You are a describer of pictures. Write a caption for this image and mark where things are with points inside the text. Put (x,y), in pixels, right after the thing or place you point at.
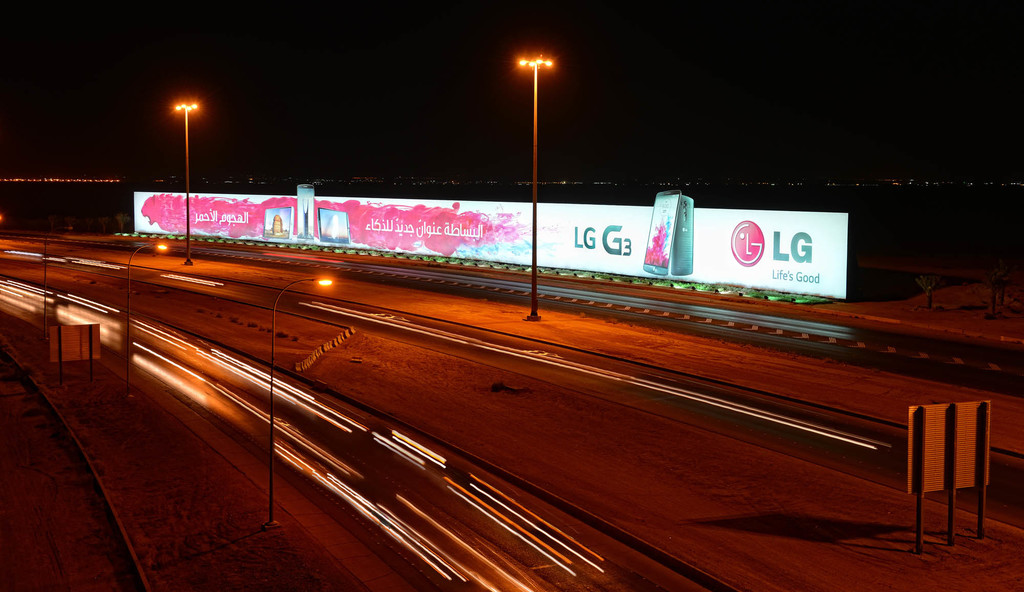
In this picture we can see street lights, roads (138,333), boards (75,340) and a hoarding (509,245). Behind the hoarding (471,232), there is a dark background (413,54).
